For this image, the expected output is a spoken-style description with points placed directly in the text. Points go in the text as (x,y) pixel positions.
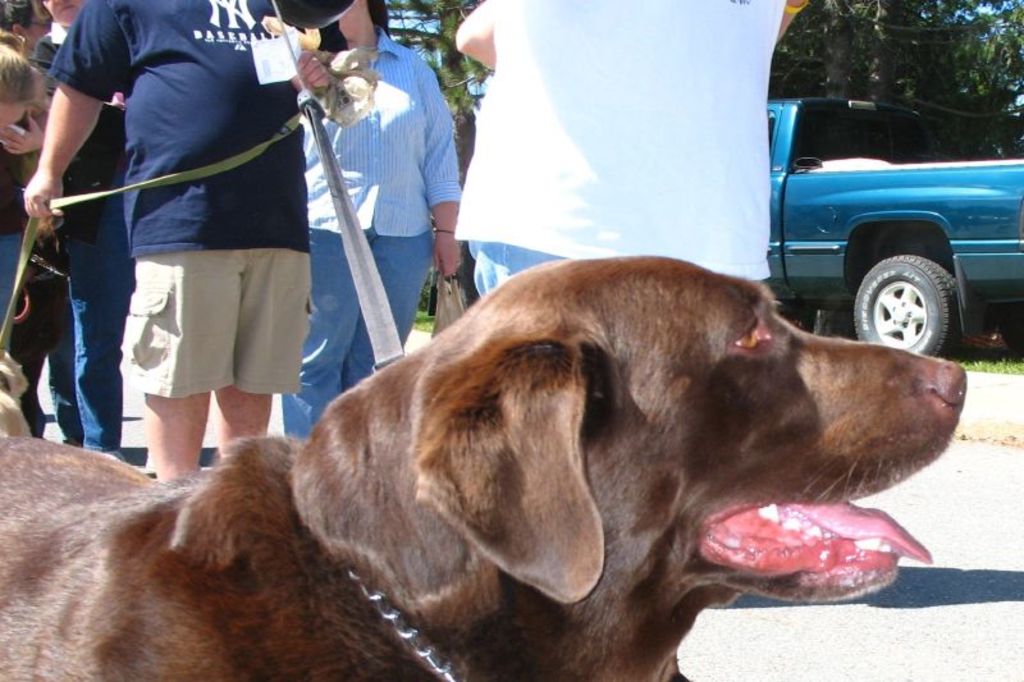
It seems to be the image is taken outside of the city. In the image there is a blue color shirt man (270,98) holding a dog (544,377) and we can see group of people (237,145) standing on road (1015,588). On right side (923,208) there is a blue color car (855,206), in background (964,40) we can see some trees (442,30) and sky (987,1) is on top (973,2) at bottom (1009,515) there is a road (995,542).
